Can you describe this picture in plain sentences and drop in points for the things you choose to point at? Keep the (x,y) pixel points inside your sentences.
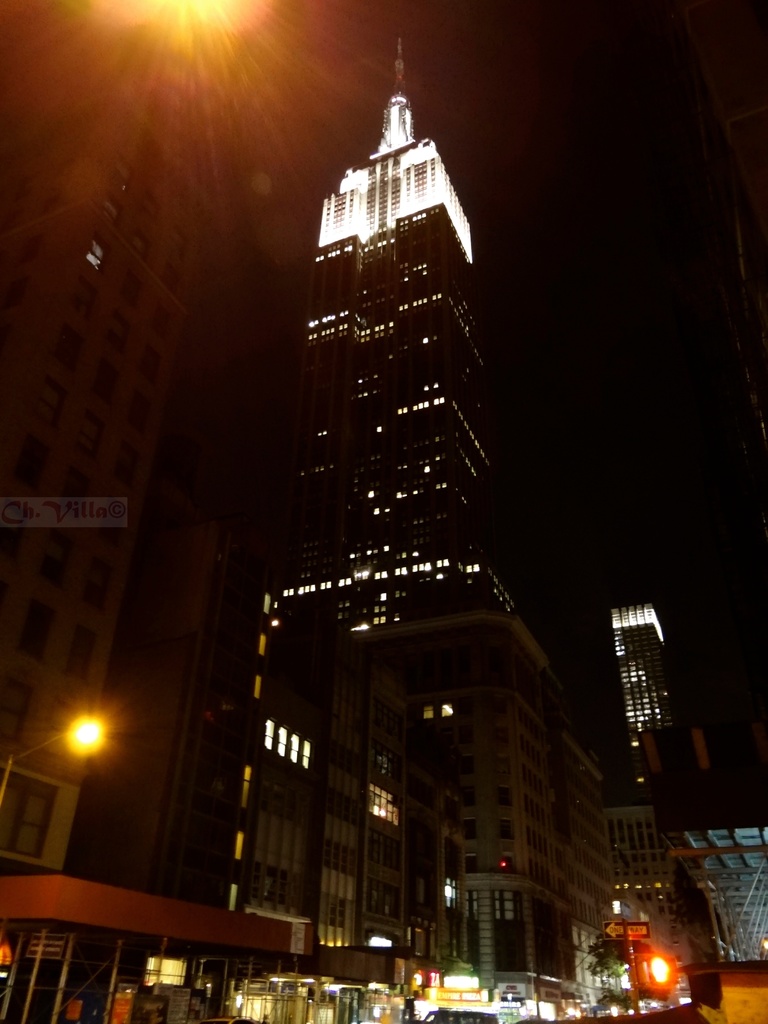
In this image, we can see few buildings (347,723) and lights (661,976). At the bottom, we can see a sign board (637,936), pole (631,993). Background (294,336) there is a dark view.
